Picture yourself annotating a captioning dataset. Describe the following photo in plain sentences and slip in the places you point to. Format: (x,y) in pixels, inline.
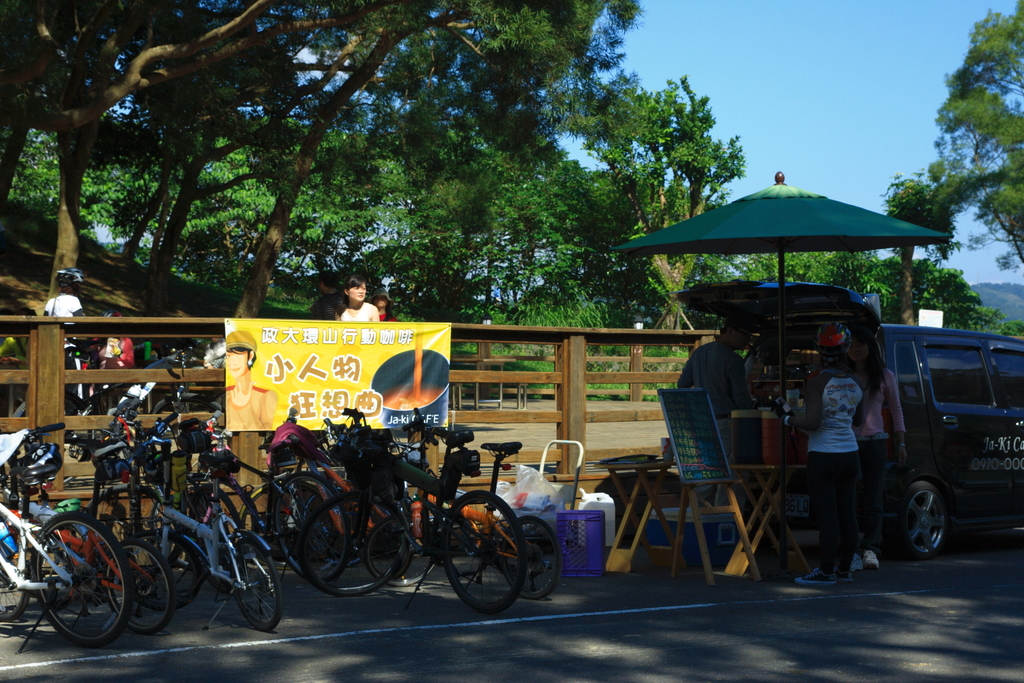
There are bicycles (345,496), car (902,505), and three persons (840,380) on the road (723,641). Here we can see a table (637,530), board (703,468), plastic cover (518,474), basket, box (721,541), bottles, umbrella (784,479), fence (515,360), banner (417,396), and few persons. In the background (251,253) we can see trees (556,262) and this is sky (830,108).
